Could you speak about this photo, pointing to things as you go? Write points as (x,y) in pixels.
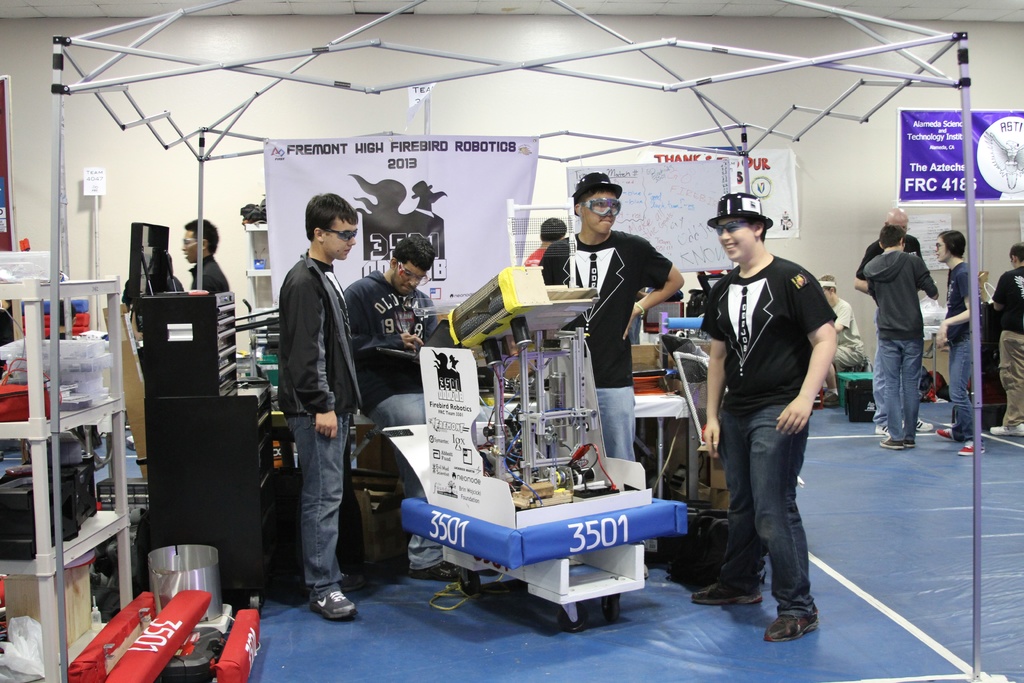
In this image I can see there are few persons (309,339) visible and I can see a rack (0,290) on the left side (18,542) and in the rack (34,366) I can see boxes (49,471) and papers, at the top (491,60) I can see iron fence (548,67), there is a board (380,191) attached to the fence (968,192) and I can see a machine (552,425) visible in the foreground (476,416), back side of fence (837,103) I can see the wall (846,179), on the wall (859,165) I can see banner (953,128) attached and some papers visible on the right side (782,168).
